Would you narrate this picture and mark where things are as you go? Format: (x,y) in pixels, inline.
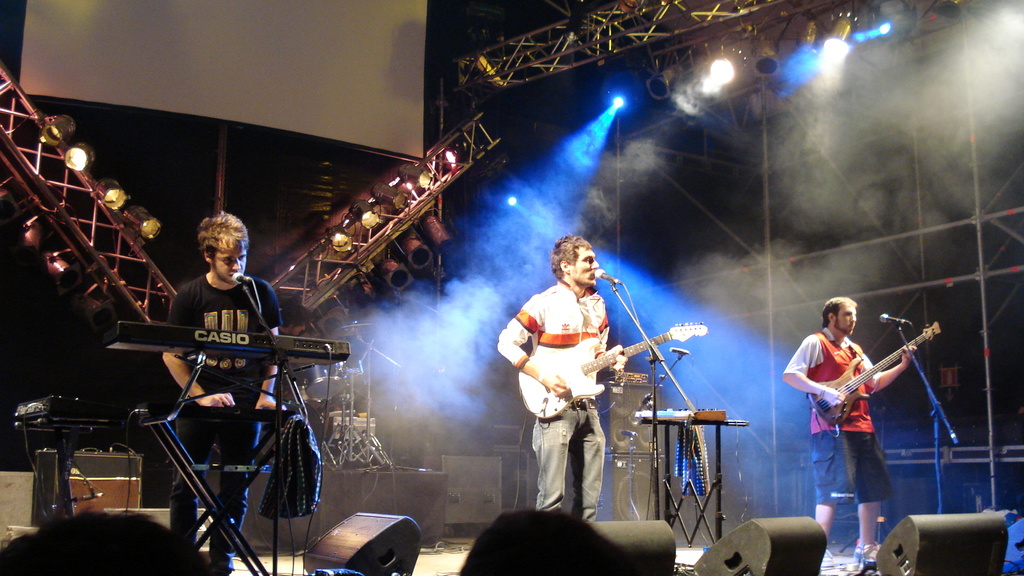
The picture is clicked in a concert and in the background (316,119) there is screen (194,57) and stands (79,175) and lights (70,165). In front there are three men (570,408) standing and performing. The man (579,322) in the middle (565,331) singing and playing a guitar (568,359). The man (815,370) to the right (839,379) is playing a guitar (851,390). The man (209,391) to the left (221,368) is singing and playing piano (241,346). Front below there are speakers (744,541).
